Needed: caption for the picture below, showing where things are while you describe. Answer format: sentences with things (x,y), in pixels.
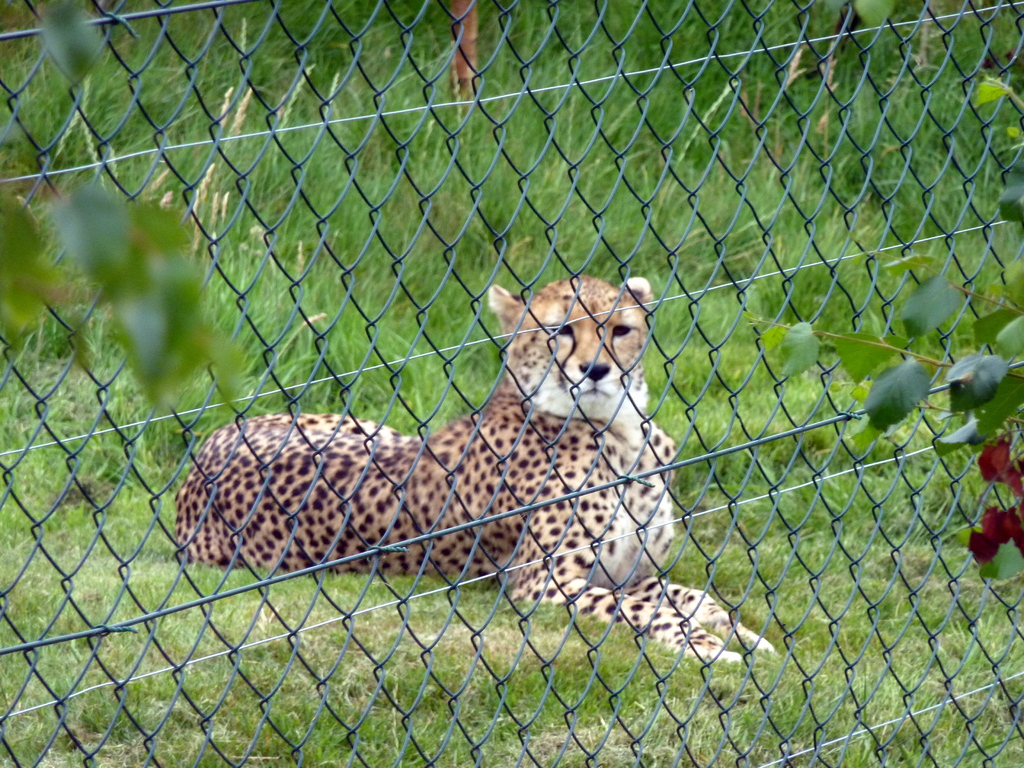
In the foreground of this image (195,388), there is greenery (981,428) and a fencing (393,549). In the background (601,479), there is a cheetah (566,480) sitting on the grass (480,596).
